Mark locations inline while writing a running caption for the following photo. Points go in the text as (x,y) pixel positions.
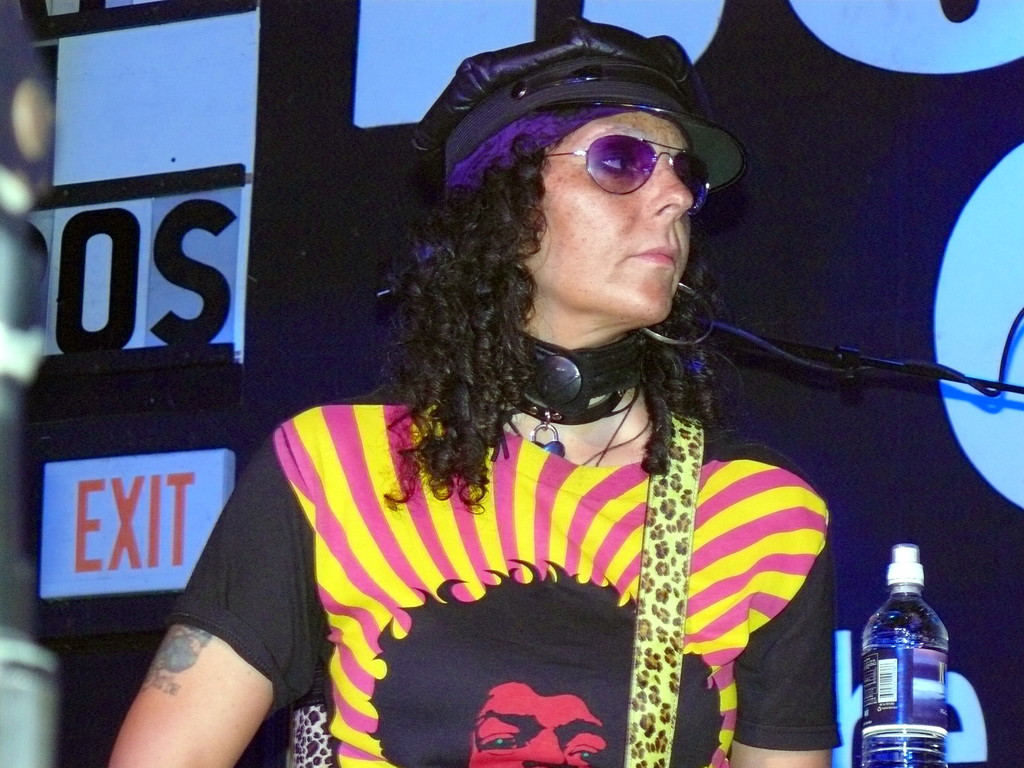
In this picture we can see a person (634,214) wore goggle (628,186), cap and in front of her we can see bottle (899,725) and in background (780,139) we have wall (282,239), board (141,474).
